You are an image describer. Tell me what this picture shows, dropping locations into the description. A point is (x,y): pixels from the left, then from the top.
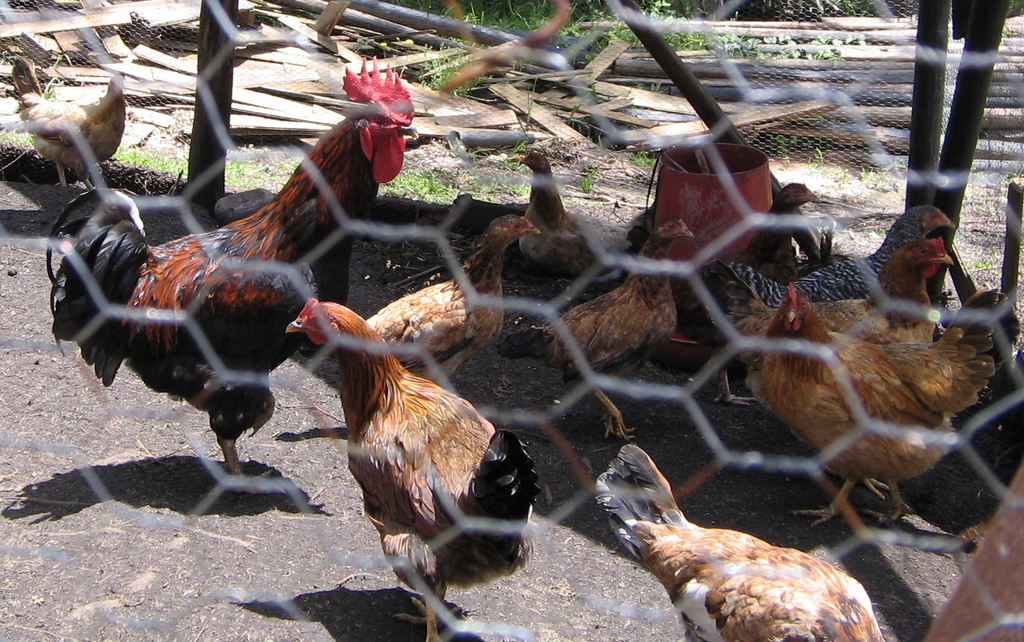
There are hens (841,473) and this is mesh (966,320). In the background (426,111) we can see grass (431,180) and wood (865,109).
